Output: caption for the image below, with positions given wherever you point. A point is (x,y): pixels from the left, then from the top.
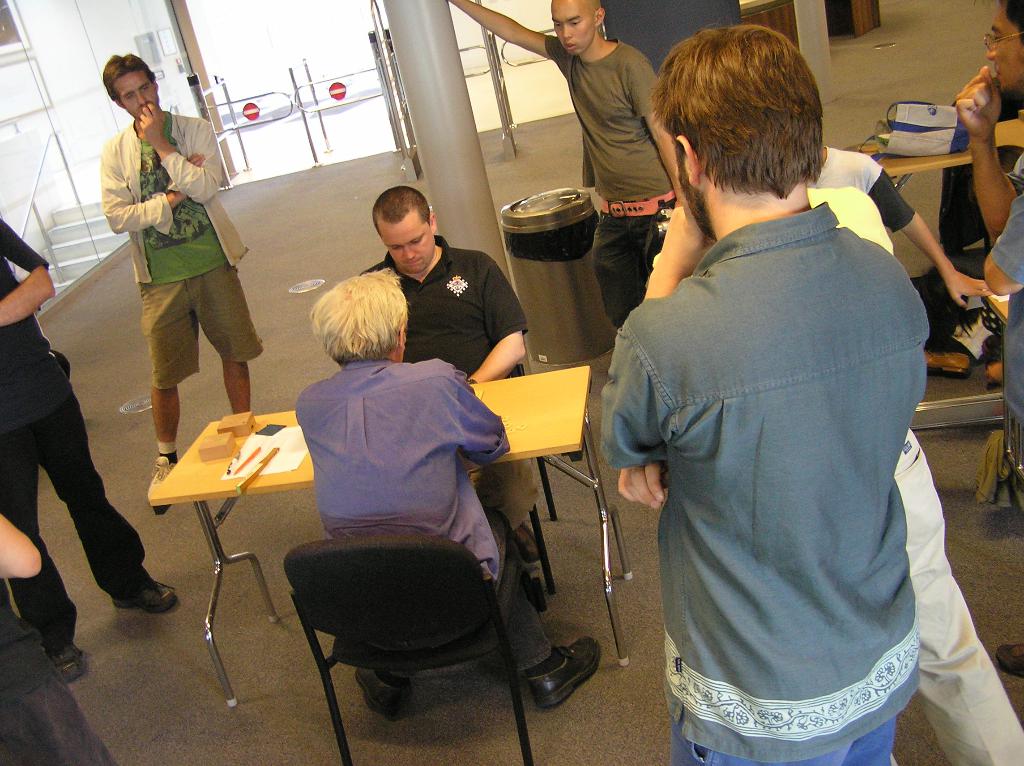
In the Image there are many people (164,175) stood around and there are two men (409,399) sat opposite each other on chairs (463,611), In between there is table (537,431), it seems to be a room (85,299), there might be a game going on.
